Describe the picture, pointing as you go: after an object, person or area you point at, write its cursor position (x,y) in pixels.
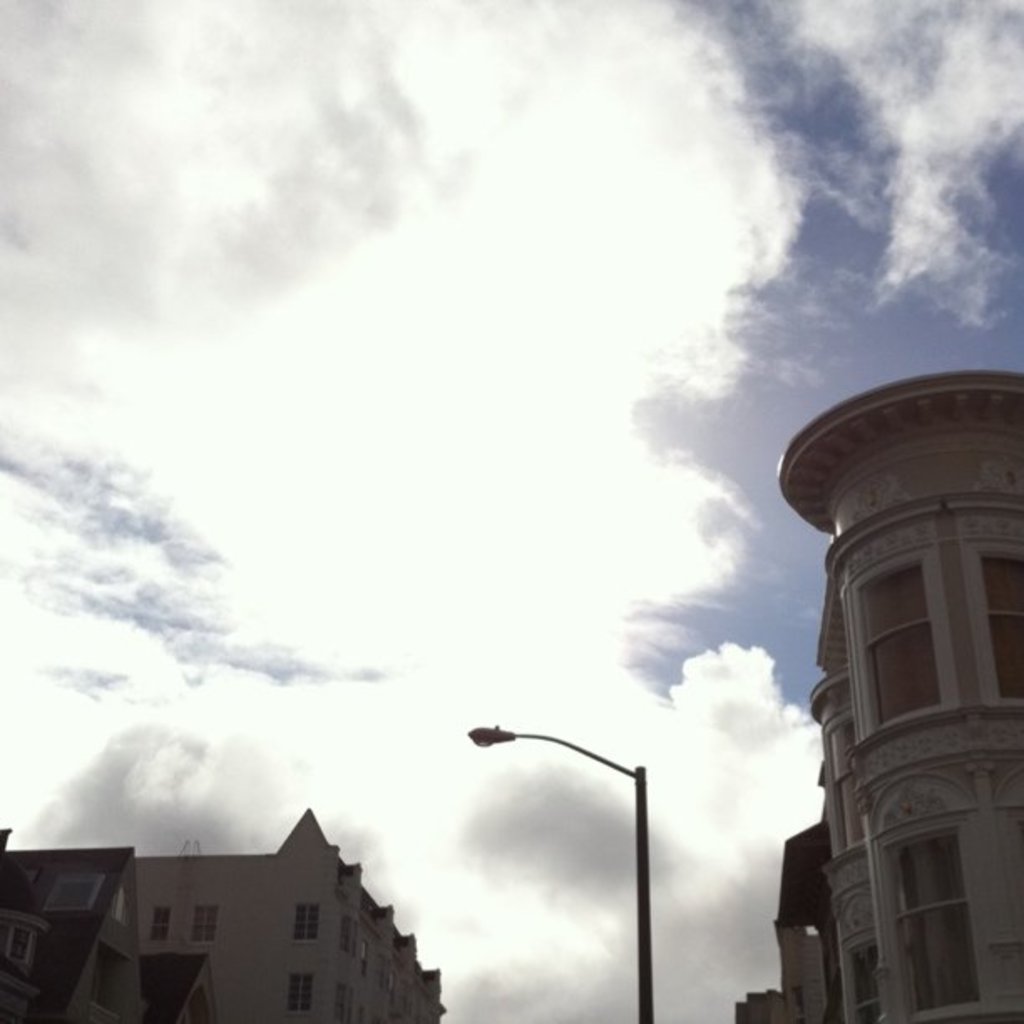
In the picture we can see some buildings (361,989) with windows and besides, we can see a street light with a pole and in the background (535,545) we can see a sky (569,459) with clouds (603,280).
